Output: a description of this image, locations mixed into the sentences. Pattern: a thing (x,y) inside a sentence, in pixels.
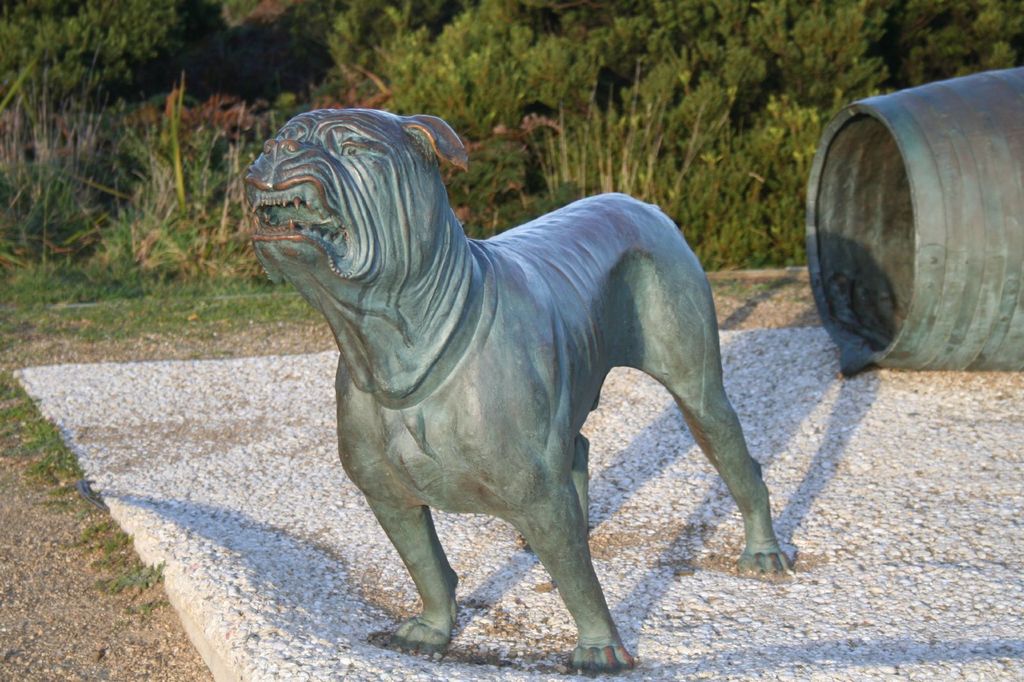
In this picture i can see the statue of a dog (597,327). At the right side (957,276) there is a barrel (992,256). In the background (781,19) i can see trees (862,64), plants (855,82) and grass (4,321).
